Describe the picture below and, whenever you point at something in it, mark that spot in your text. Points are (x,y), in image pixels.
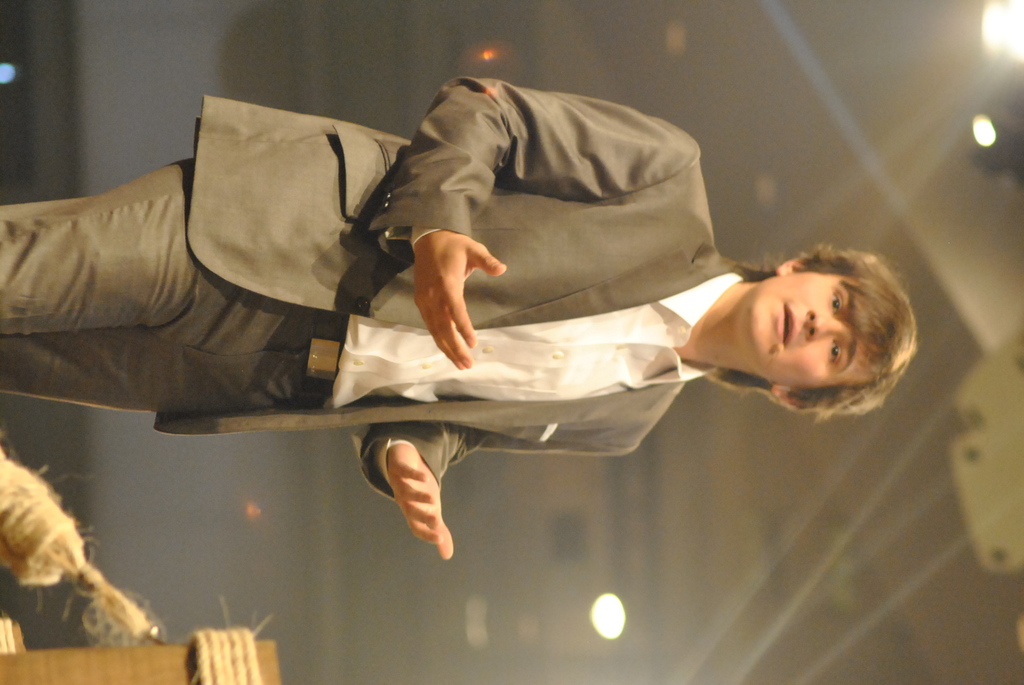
In this picture there is a man (527,384) standing and talking and we can see objects (276,654). In the background of the image (507,619) it is blurry and we can see lights (984,32).
